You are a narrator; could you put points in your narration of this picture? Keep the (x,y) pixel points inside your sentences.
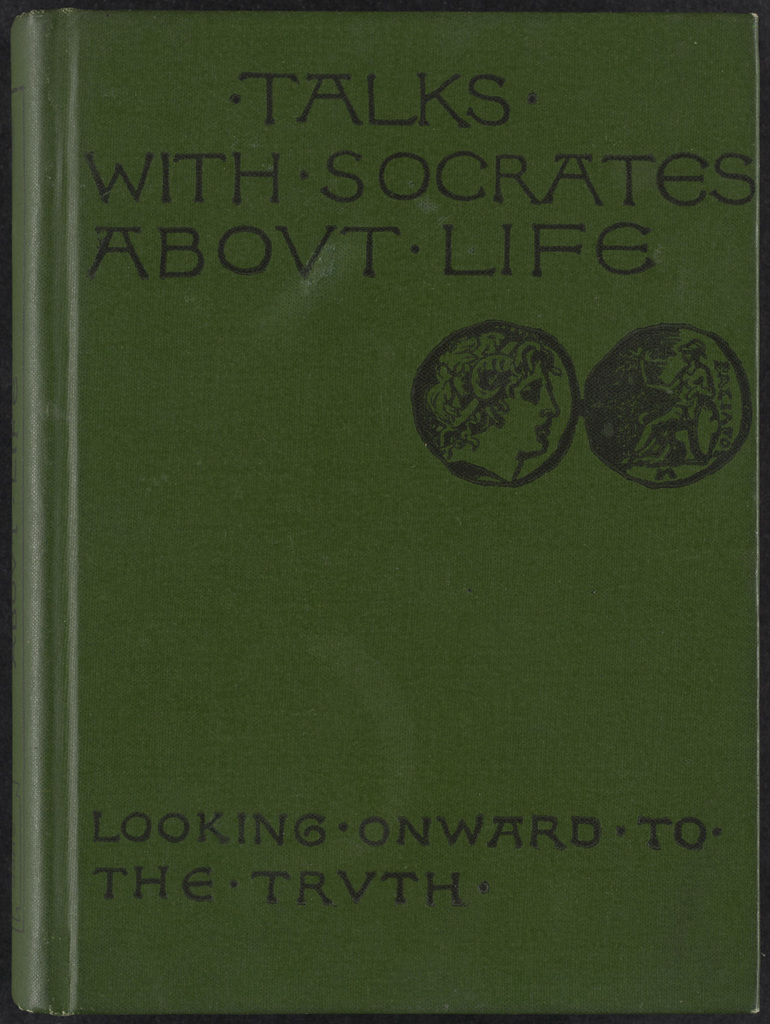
In this image I can see the cover paper (372,791) of the book (316,485). The book (205,441) is in green color and something is written on it.
